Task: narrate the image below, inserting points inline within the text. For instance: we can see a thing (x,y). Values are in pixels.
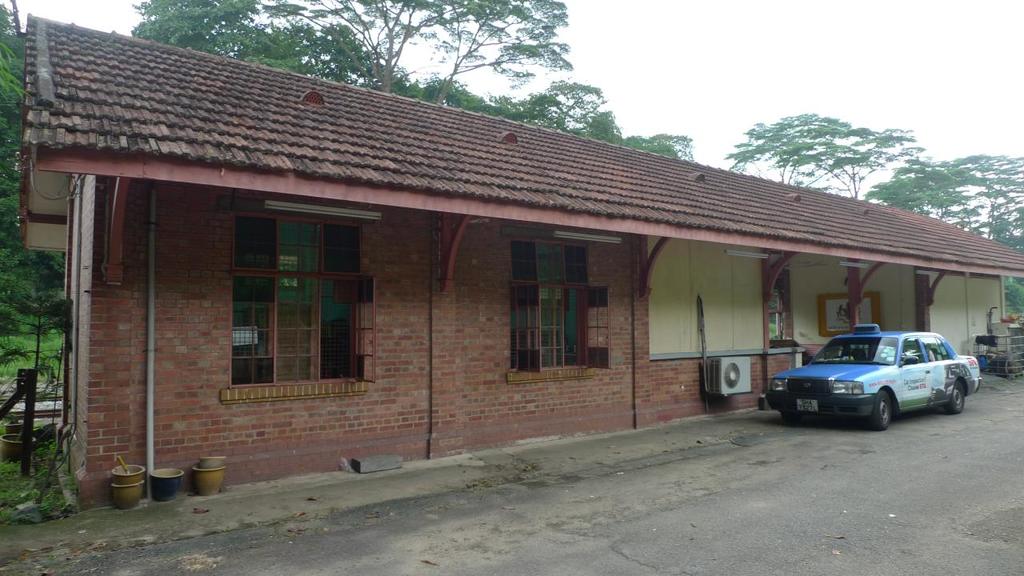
There is a house (343,341) which is brick in color and there is a vehicle (842,364) beside it and there are trees (451,104) in the background (405,90).
